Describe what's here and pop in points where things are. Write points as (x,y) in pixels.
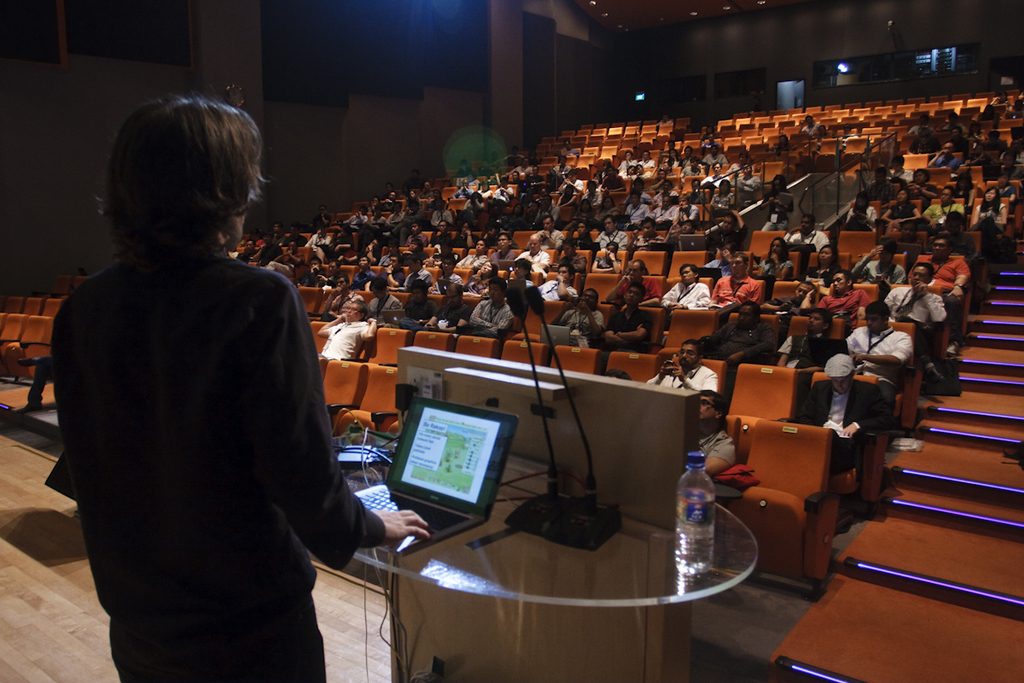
In this picture we can see a group of people (922,305) sitting on chairs (549,309) and listening to the person (257,368) on stage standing at podium (559,373) with mic (556,495), bottle (702,477), laptop (414,454) on it and beside to them we have chairs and in the background (354,108) we can see wall (726,55), light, door (793,83), steps (970,460).
